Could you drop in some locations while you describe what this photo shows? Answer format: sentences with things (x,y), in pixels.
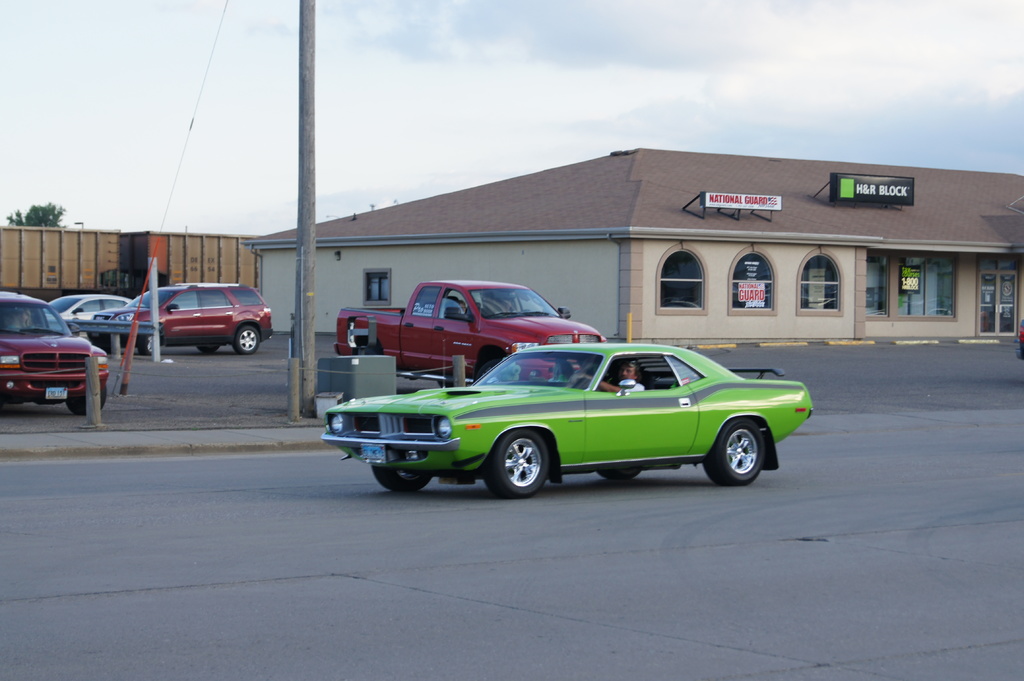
In this image we can see sky (543,136) with clouds (384,135), street poles (296,320), containers (38,267), buildings (722,270), name boards (886,194) and motor vehicles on the road (842,483).
